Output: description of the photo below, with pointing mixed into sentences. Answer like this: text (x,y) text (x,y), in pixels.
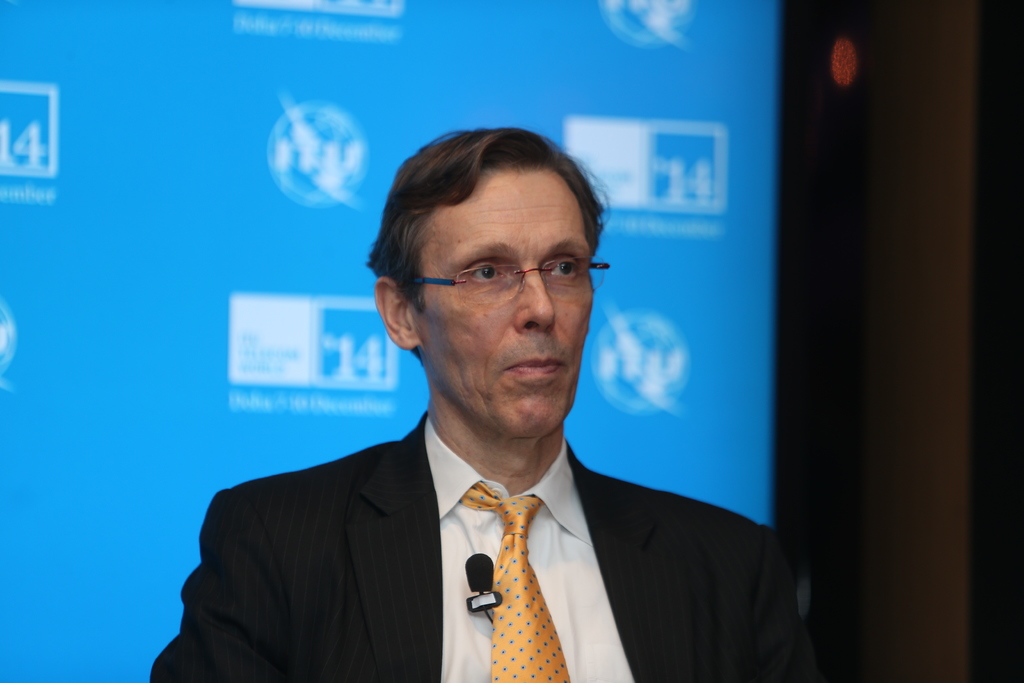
In this picture we can see a man (443,491), he wore a suit (631,620) and spectacles (548,279), in the background (571,112) there is a screen (610,65).
